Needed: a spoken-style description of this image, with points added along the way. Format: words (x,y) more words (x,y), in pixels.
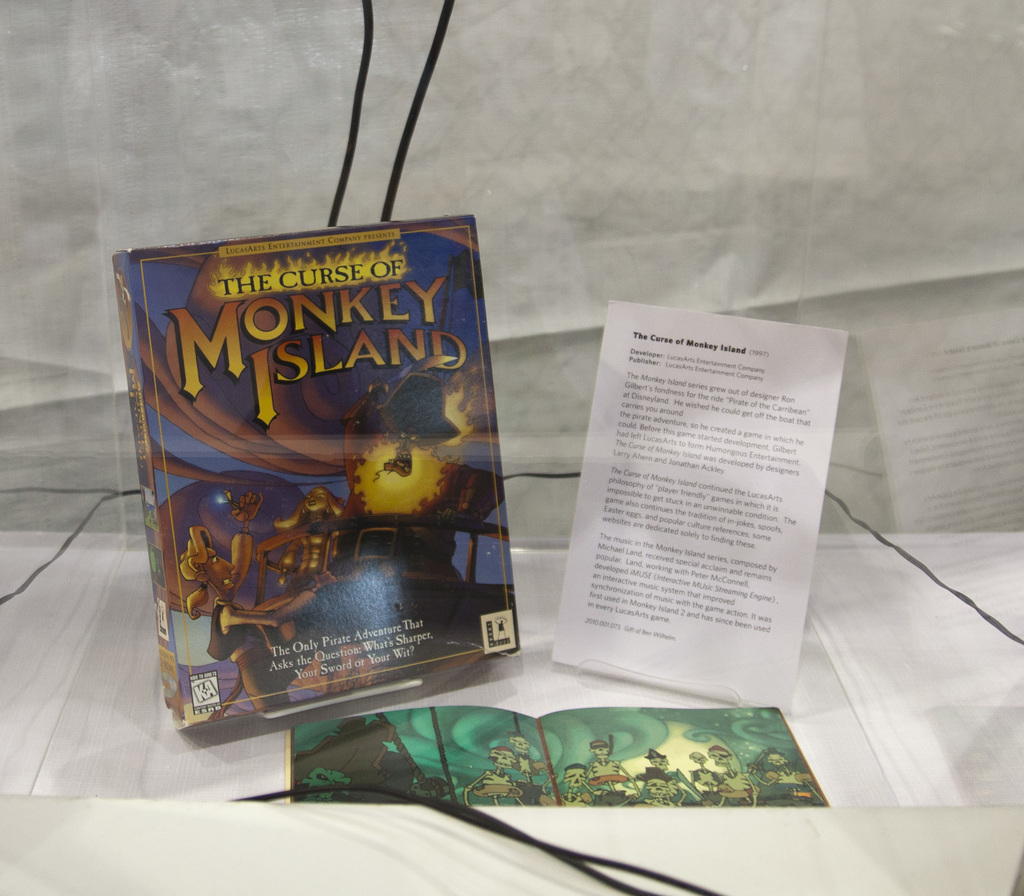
In this picture there are books (625,785) and there is a paper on the table (949,814). At the back (41,424) there are wires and it looks like a mirror (417,177).
